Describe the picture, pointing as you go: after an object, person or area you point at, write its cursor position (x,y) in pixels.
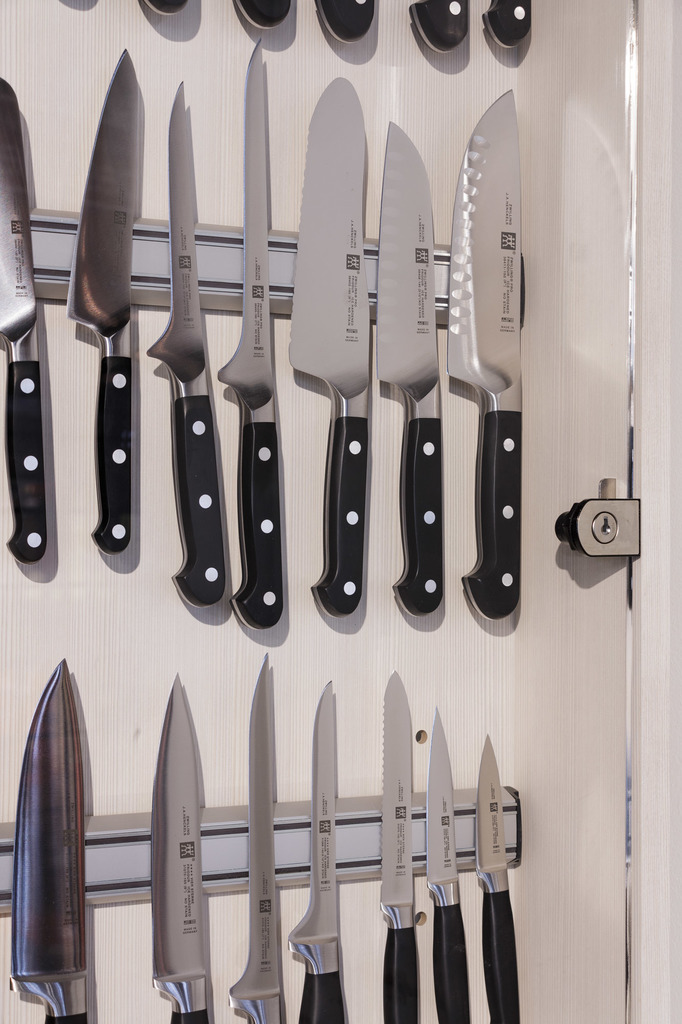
In this image I can see few knives (257,362) and I can see the white color background (44,659).
